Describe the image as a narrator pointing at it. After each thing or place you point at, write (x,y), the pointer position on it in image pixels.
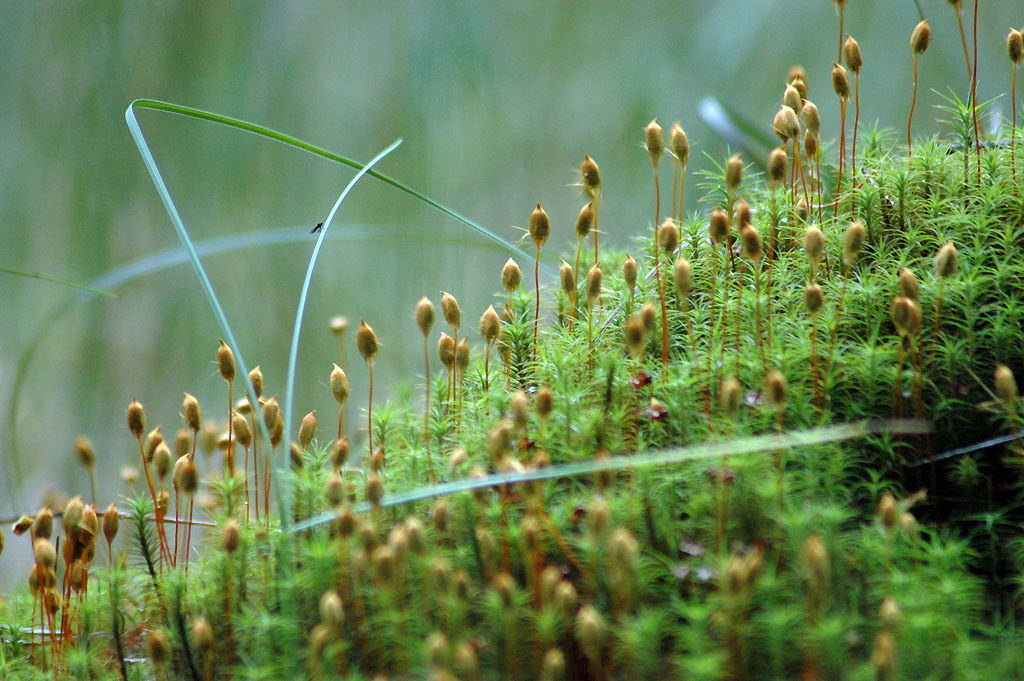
In the image I can see plants (491,459) and an insect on a plant (317,257). The background of the image (455,74) is blurred.
